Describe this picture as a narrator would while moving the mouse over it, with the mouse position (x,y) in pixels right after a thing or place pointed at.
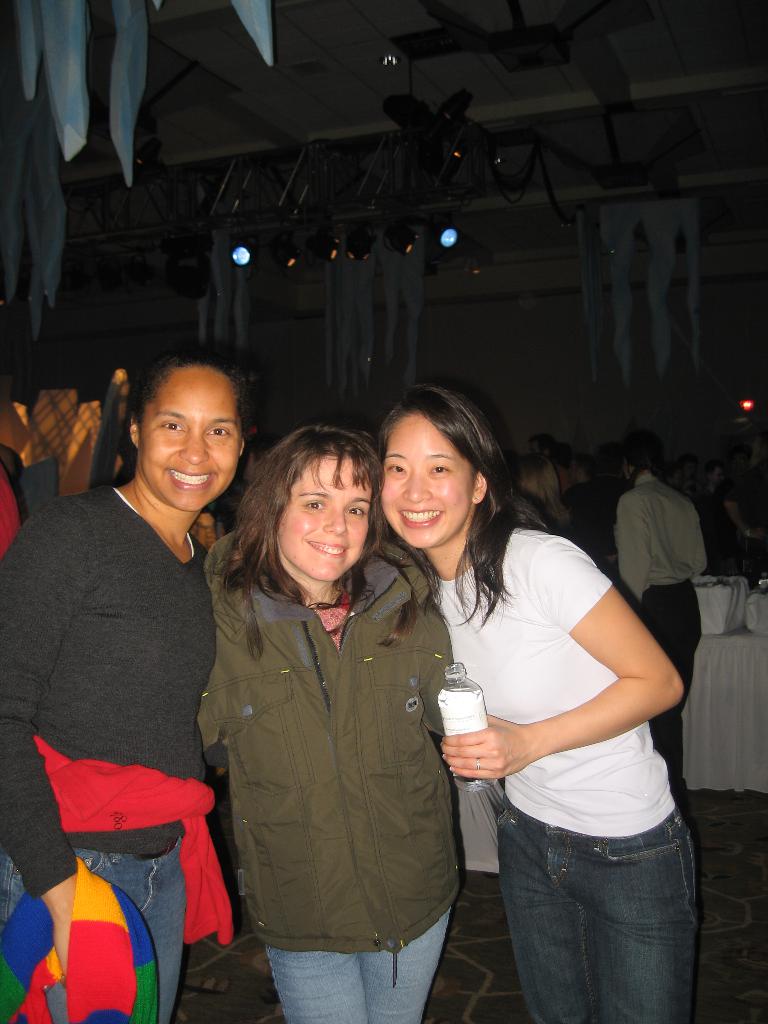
In this image I can see the group of people (256,615) with different color dresses (332,619). I can see one person (472,733) is holding the bottle (450,721). To the right (717,688) I can see some objects (724,593) on the table (748,693). In the background (97,444) I can see the lights (193,253) and the decorative objects (329,272).
